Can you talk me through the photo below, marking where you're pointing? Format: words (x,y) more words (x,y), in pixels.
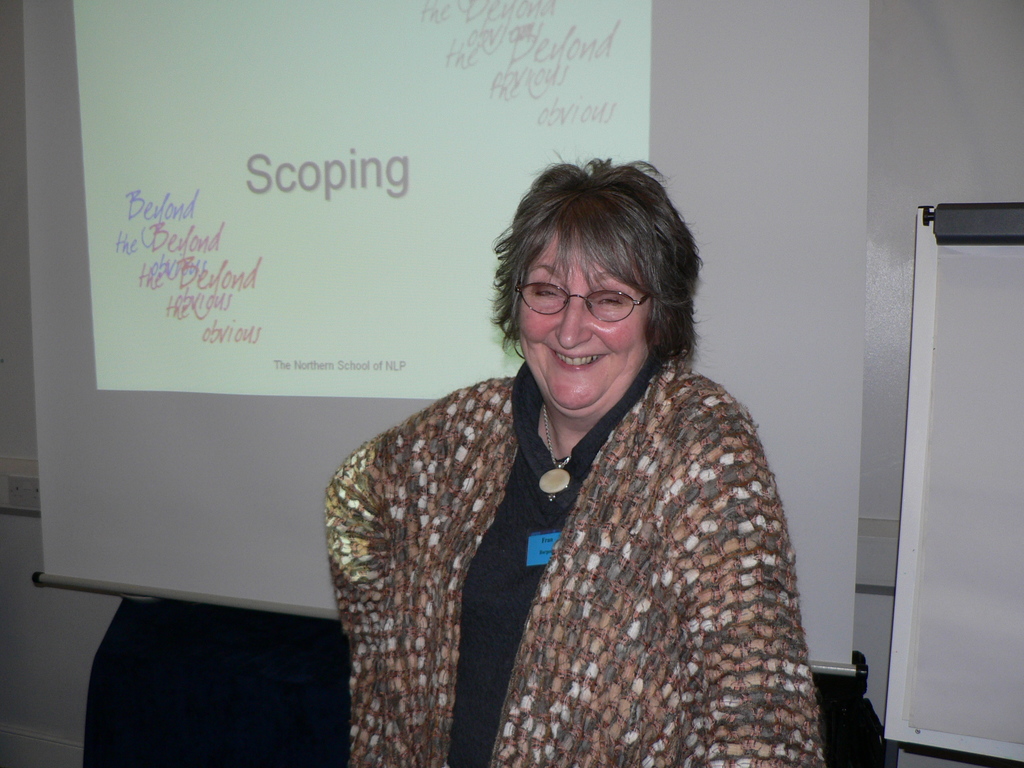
In this image in the center (435,446) there is one woman (541,391) who is standing and smiling, and in the background (991,331) there are boards (965,330) and screen (282,317). On the screen (380,239) there is some text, and at the bottom of the image (233,693) there is some object (249,699) and it looks like a table (268,653) and in the background (954,111) there is wall (898,172).
